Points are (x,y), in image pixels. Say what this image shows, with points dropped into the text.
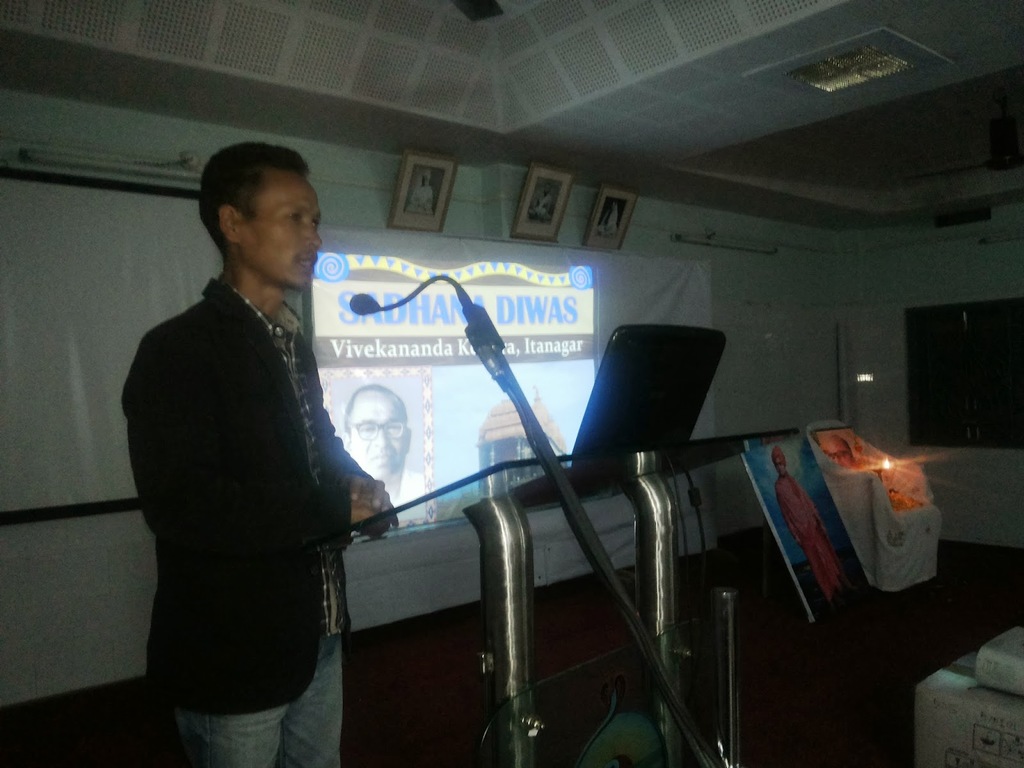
In this image, there is a person (261,387) wearing clothes (233,459) and standing in front of the mic (376,308). There is a screen (535,307) and laptop (599,427) in the middle of the image (619,438). There are photo frames (851,468) on the right side of the image (852,455).
